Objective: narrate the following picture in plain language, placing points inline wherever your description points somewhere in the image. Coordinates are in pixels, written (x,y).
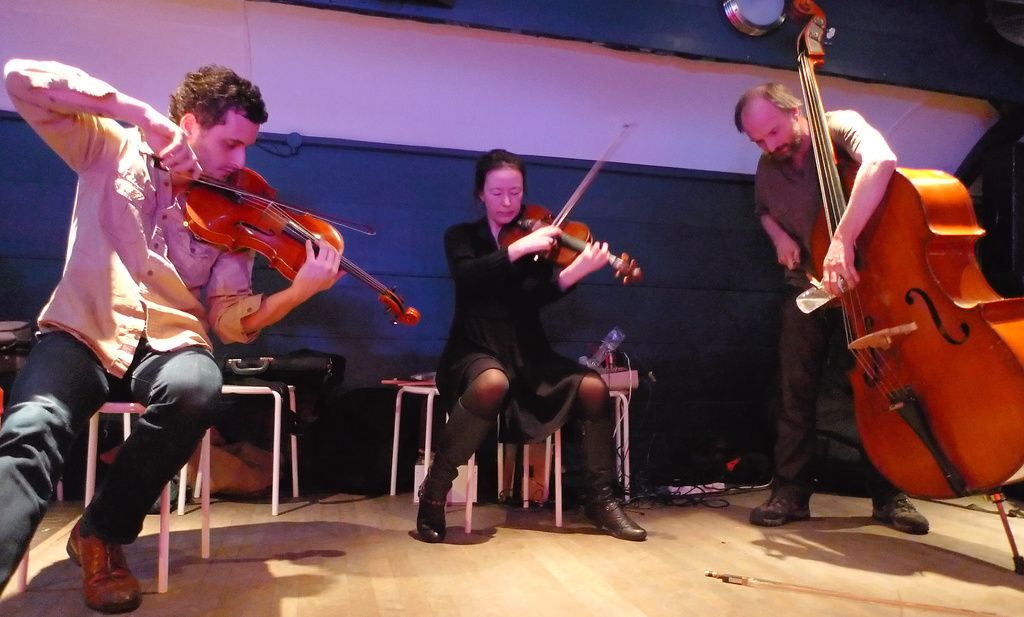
this pictures shows three people (594,451) playing violin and bass (961,296).
